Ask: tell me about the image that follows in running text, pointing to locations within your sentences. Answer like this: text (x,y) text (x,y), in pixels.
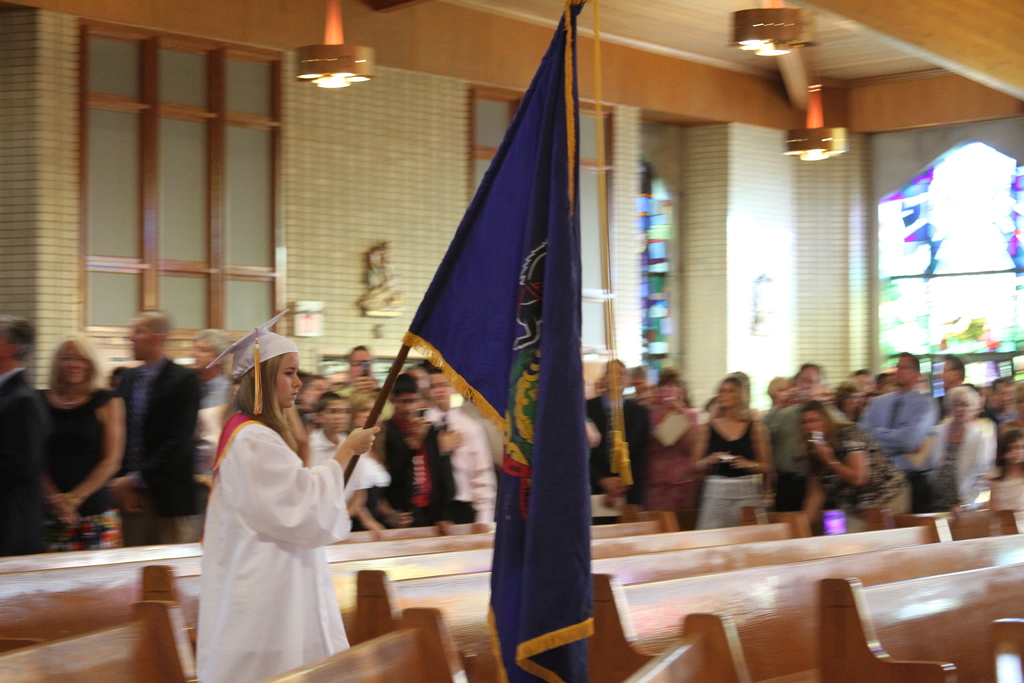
In a hall (502,537) there a girl (317,494), she is holding a flag (408,342) in her hand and she is wearing a white costume (234,524). Behind the girl (225,538) there are plenty of people (60,416) standing and watching her, in the background (277,180) there are plenty of windows (910,272) and a wall (870,264).
